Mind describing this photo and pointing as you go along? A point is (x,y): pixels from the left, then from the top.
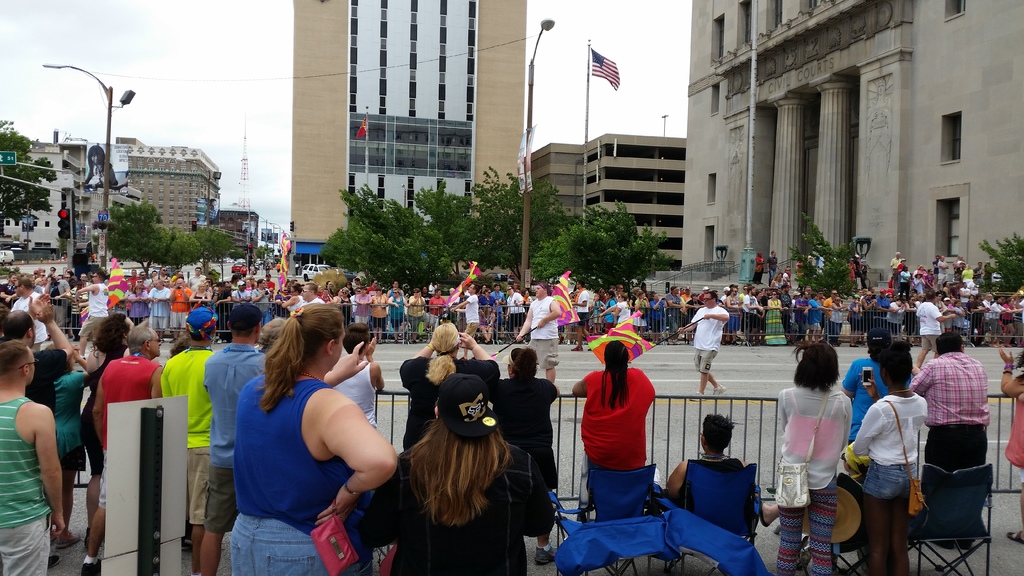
Here we can see group of people (535,393) and there are few persons (556,357) holding flags (560,318) with their hands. Here we can see a fence (743,418), chairs (725,518), poles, flag (592,74), boards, trees (615,284), traffic signal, and buildings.
